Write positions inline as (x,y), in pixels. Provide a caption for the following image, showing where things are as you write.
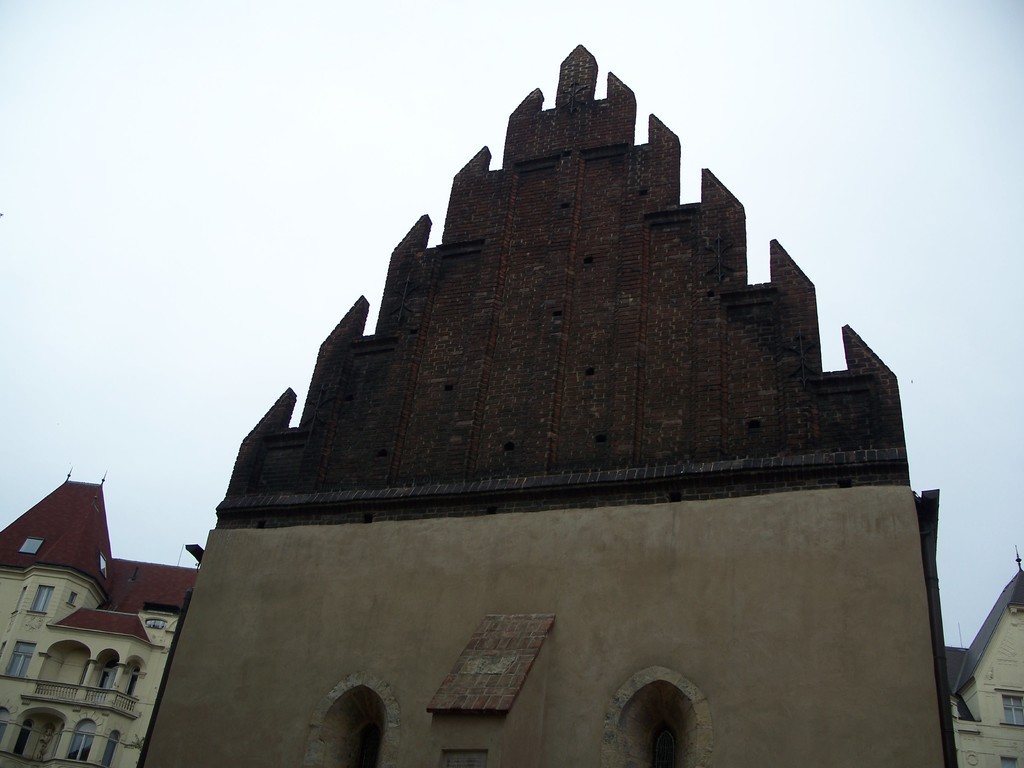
In this image we can see there are buildings (744,660) and in the background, we can see the sky (295,181).
